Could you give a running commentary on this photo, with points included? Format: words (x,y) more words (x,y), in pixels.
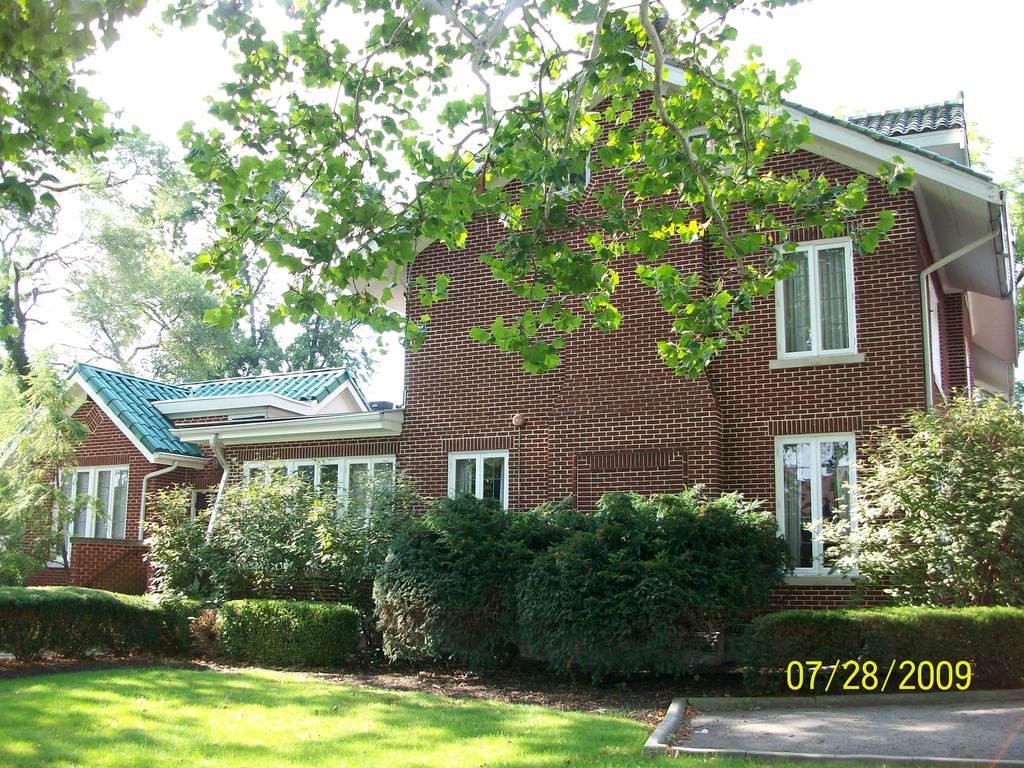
In the picture we can see a house building (452,398) with a house (612,418) and to it we can see some windows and glasses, near to the houses (786,155) we can see some plants (944,682), trees (12,404) and a grass surface (825,760) with a path (828,713).
